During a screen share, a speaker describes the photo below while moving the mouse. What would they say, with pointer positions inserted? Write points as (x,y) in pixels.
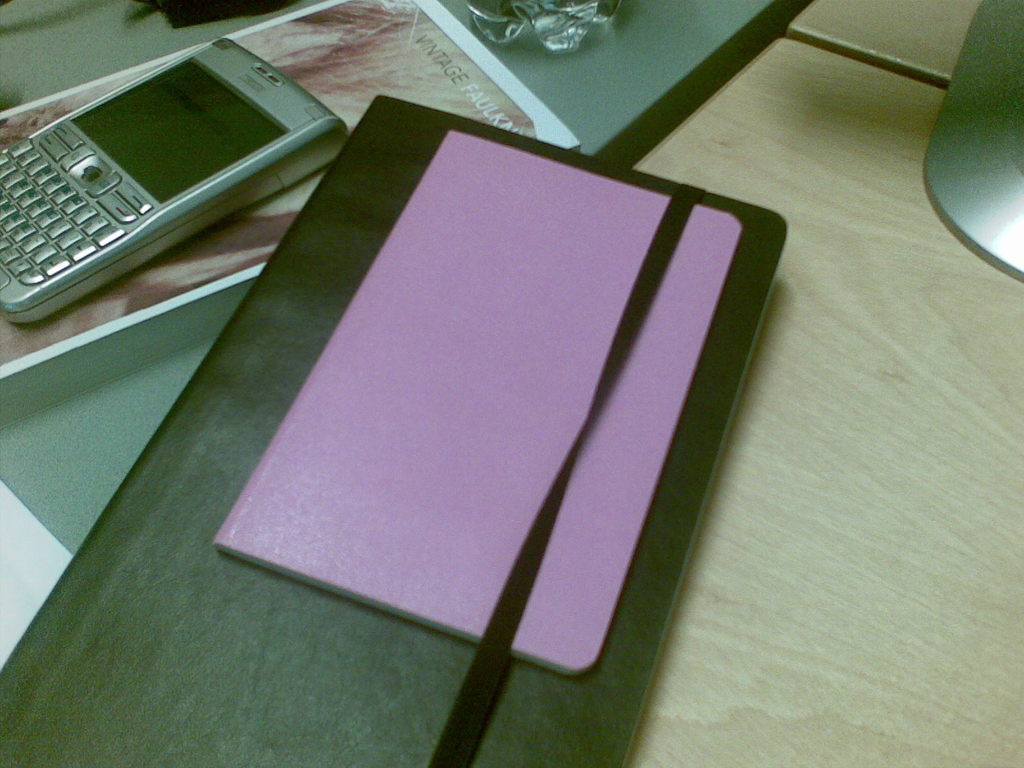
There is a table (665,664) of brown color, On that table (672,712) there is a file (203,557) of black color on that there is a book (521,370) of purple color, And there is a cell phone (198,179) on the table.
